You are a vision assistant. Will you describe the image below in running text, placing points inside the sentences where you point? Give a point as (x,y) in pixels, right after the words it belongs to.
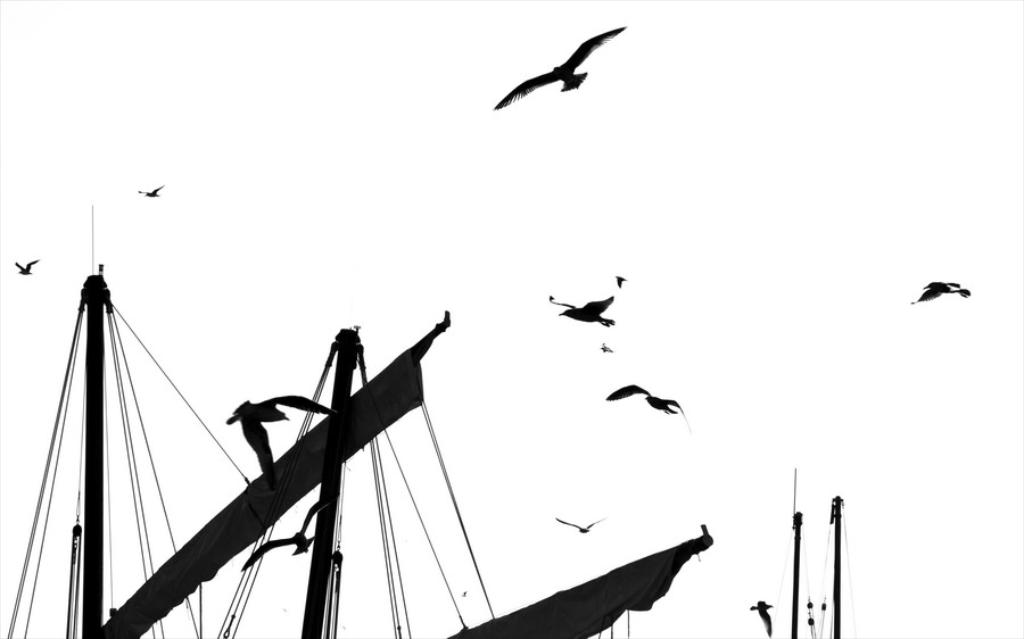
On the left side (337,375), there are two poles (337,375) having threads (323,376) connected to them. On the right side (794,625), there are two poles (841,625) having threads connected to them. Above them, there are birds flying in the air (751,463). And the background (736,483) is white in color.
